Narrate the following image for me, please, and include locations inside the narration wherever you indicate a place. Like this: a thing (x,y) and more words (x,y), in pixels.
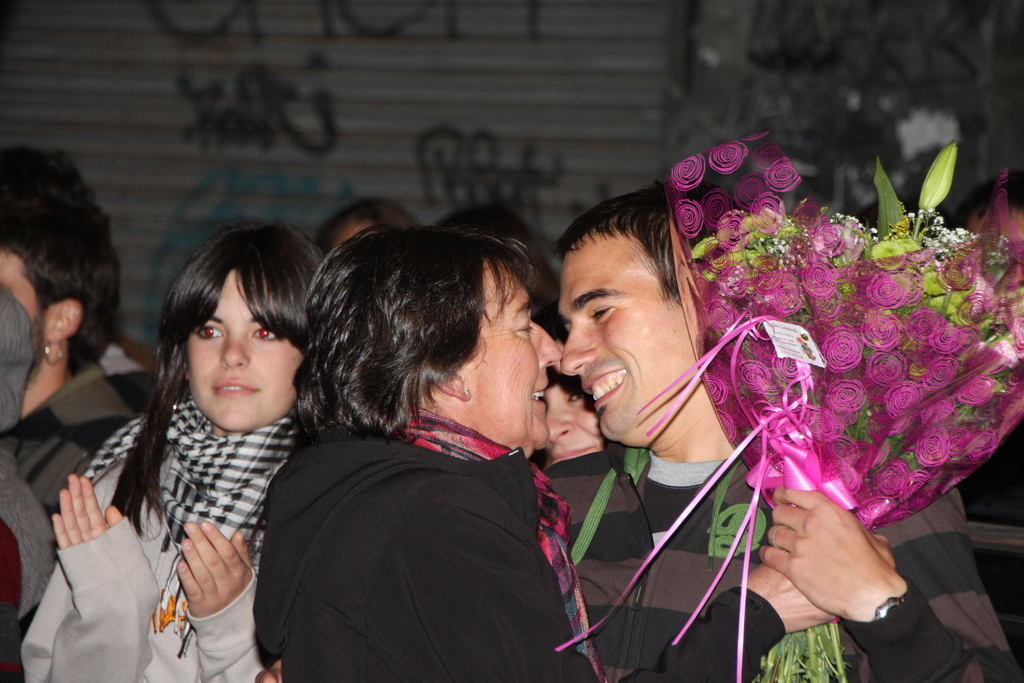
In the foreground of this picture (751,504), there is a man (600,554) and a woman (488,554) holding a bouquet (845,498) in their hand (831,512). In the background (380,141), there are persons (209,304) standing and a shutter (343,138).
